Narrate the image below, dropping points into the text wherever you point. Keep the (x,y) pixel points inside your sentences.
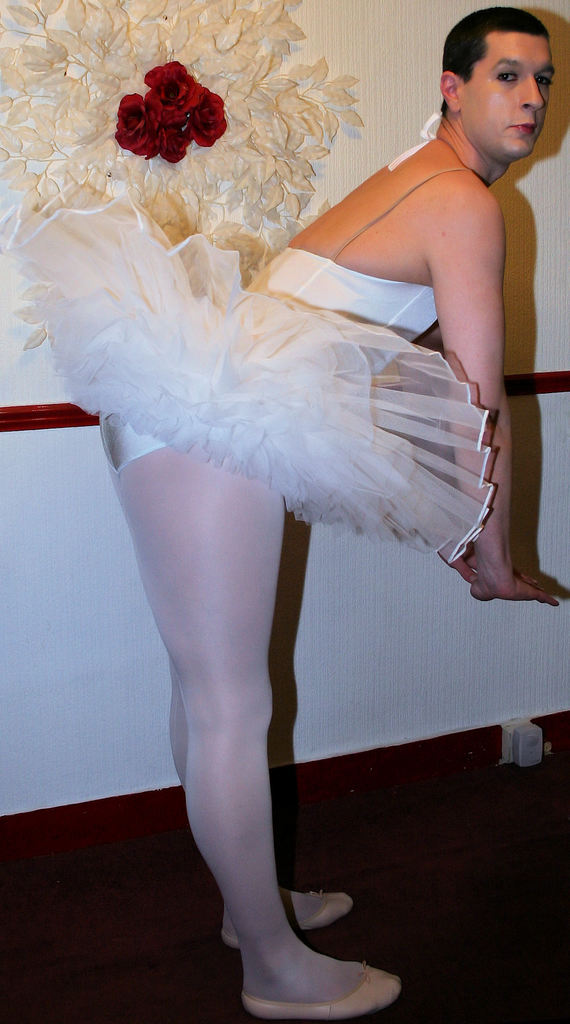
In the image there is a person (244,460) with frock (311,513). Behind that person (311,513) there is a wall (532,275) with flowers (198,115) and some decorative things (181,184).
